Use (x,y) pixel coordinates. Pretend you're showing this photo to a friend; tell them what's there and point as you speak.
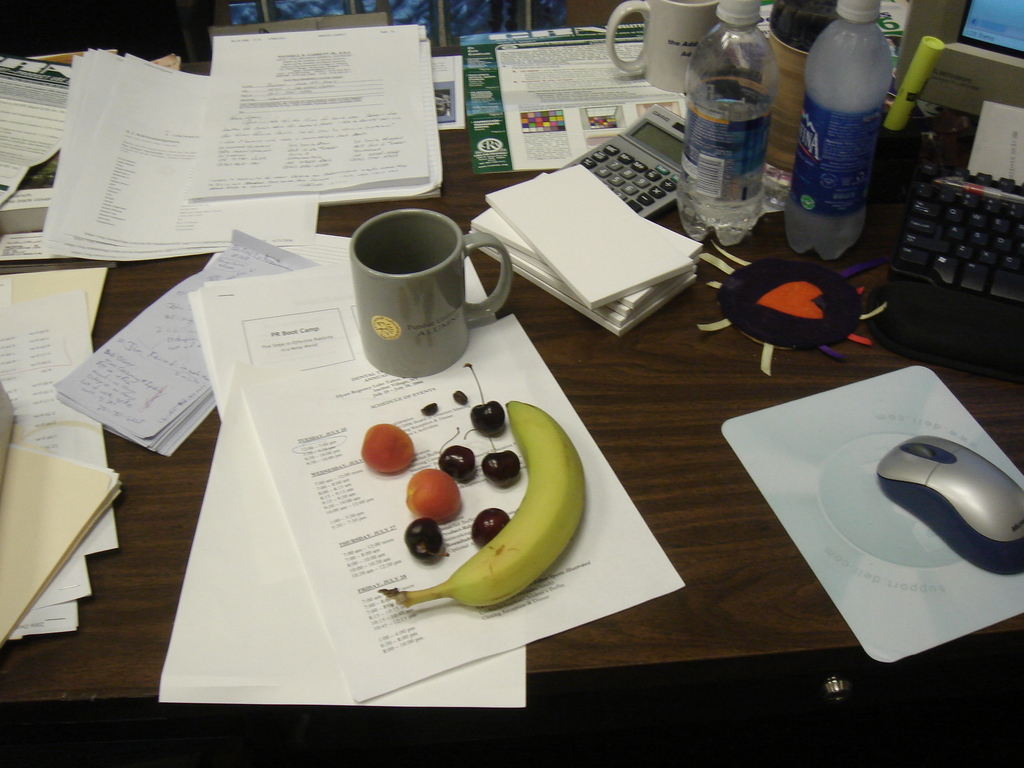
In this picture, we see papers (316,375), cup (412,349), banana (533,455) and fruits (433,473), book (518,273), calculator (674,187), water bottle (852,213), mouse (958,466), mouse pad (802,470), keyboard (973,226) and monitor (962,17) are placed on brown table (717,592).
